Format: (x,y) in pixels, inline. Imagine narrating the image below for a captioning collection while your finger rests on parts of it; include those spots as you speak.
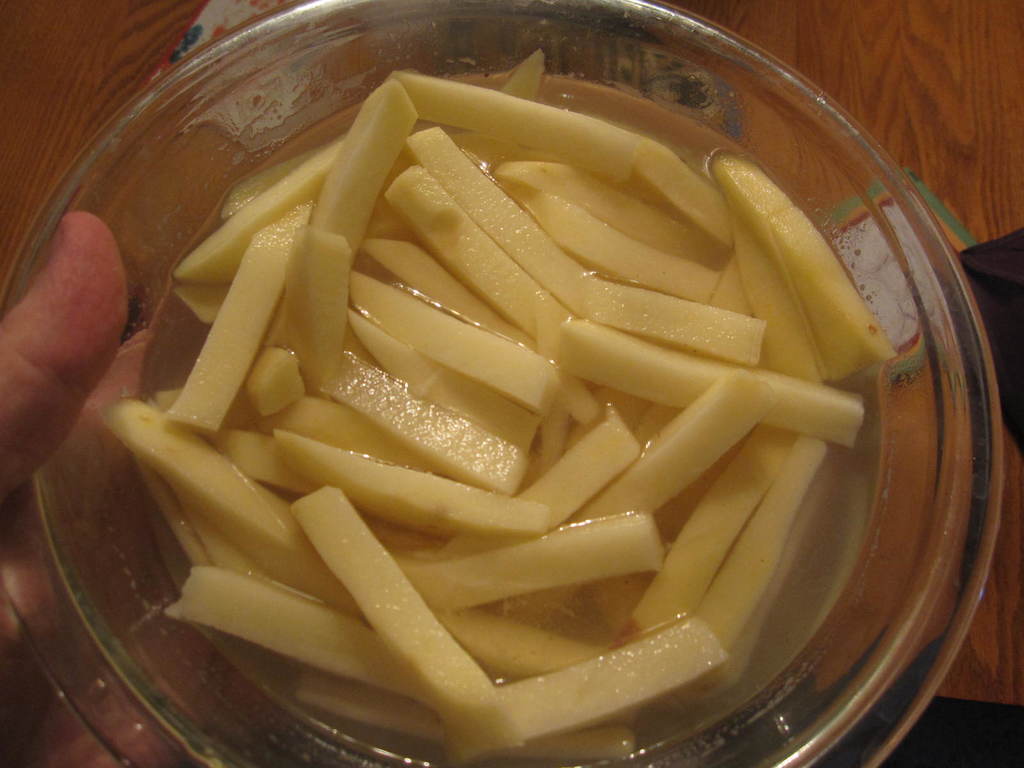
In this picture I can see there is a glass bowl (509,765) of potatoes (440,303) cut into pieces (482,323) and they are soaked in water (762,660). There is a person (22,549) holding the bowl (88,513) and in the backdrop (861,120) there is a wooden table (853,95).
